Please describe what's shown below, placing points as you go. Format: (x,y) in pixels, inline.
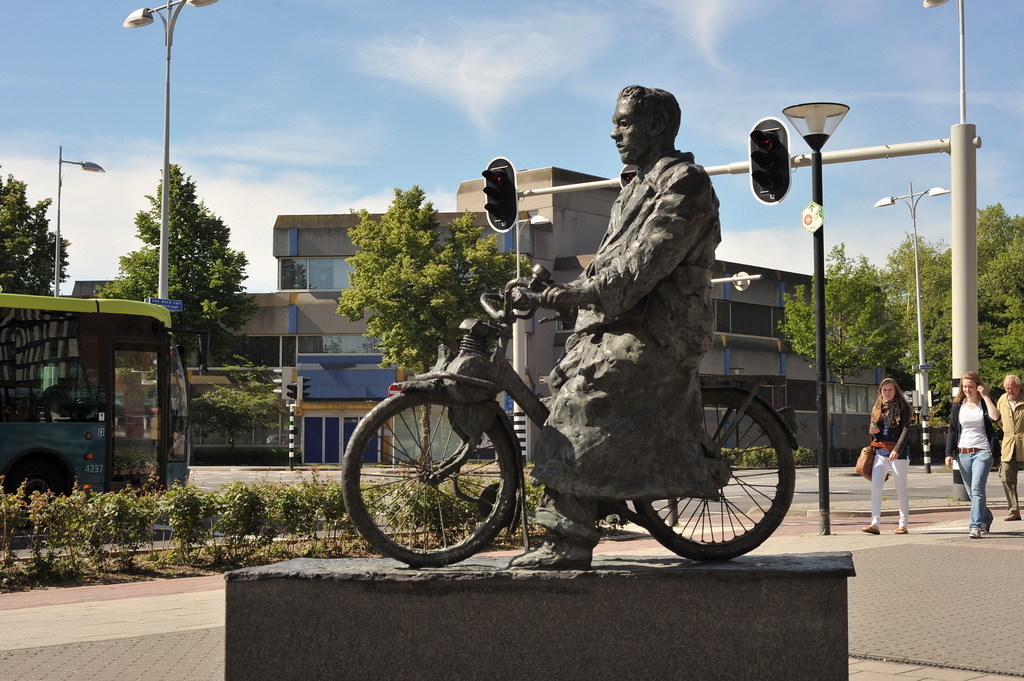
In the picture there is a statue (522,384) of the man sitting on a cycle (457,353), behind the man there are three people (956,412) walking on the footpath (891,592) beside them there is a road (745,503), a pillar (963,325), street lights (912,218), a building (762,288). On the road (202,481) there is a bus (68,419), in background (184,280) there are trees (204,209), sky (350,170) and clouds (508,81).
